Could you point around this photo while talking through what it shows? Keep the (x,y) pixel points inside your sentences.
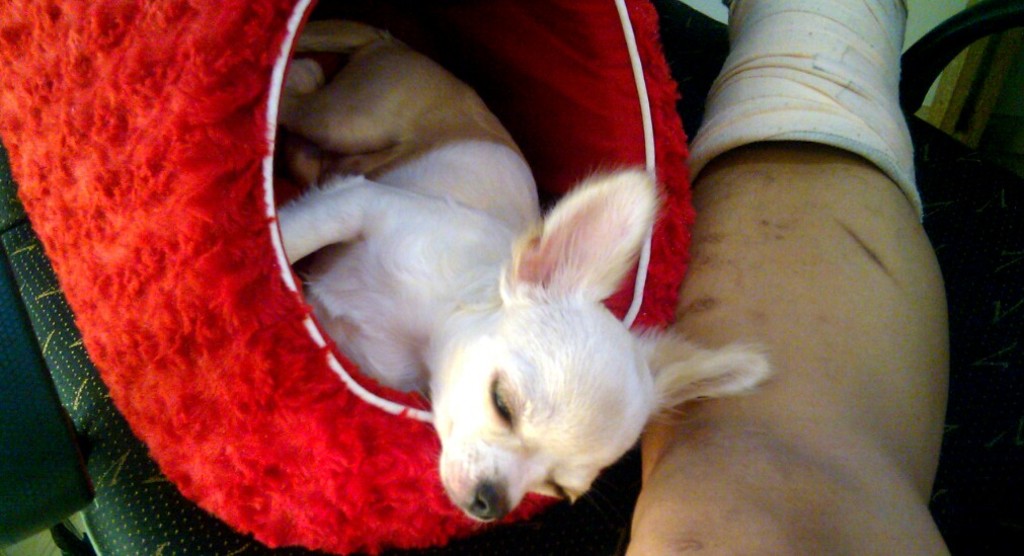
In this picture, we see a dog (310,229) is in red color bag (241,155) like. Beside that, we see the leg (754,258) of the person (801,205) placed on the dark color chair (969,191). On the left side (135,486), we see a green colored cloth (63,441).
